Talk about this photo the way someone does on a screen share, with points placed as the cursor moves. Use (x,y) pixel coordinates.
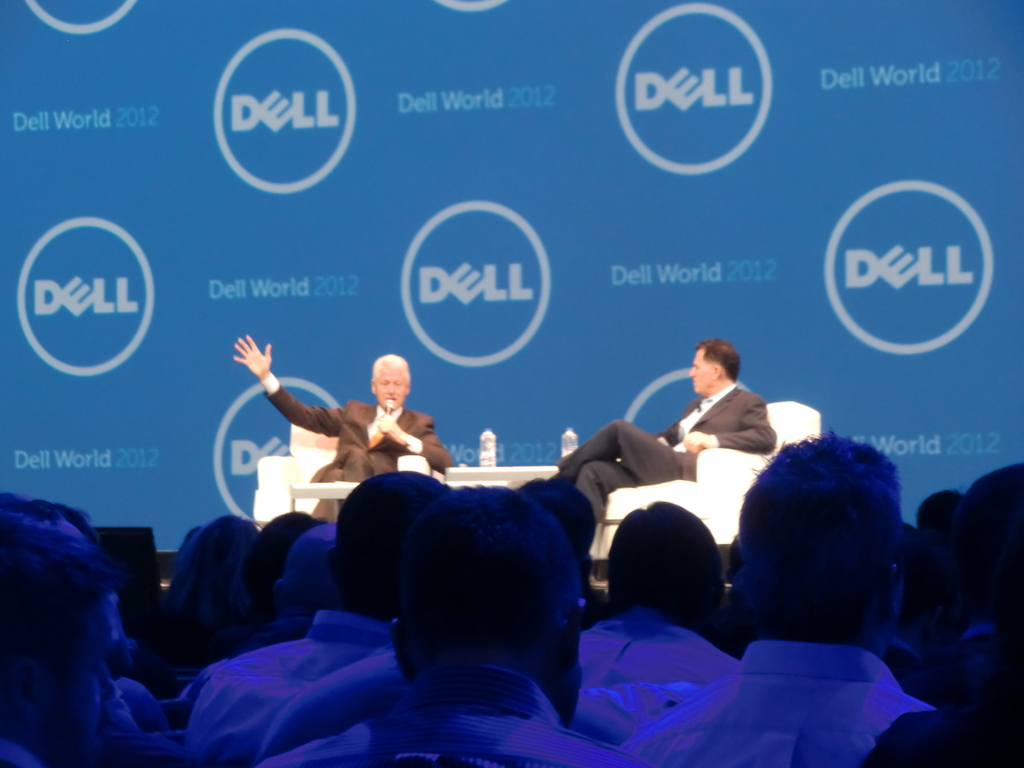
In this picture there are two persons (374,447) sitting in a sofa (729,451) which is in white color where one among them is holding a mic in his hand (390,427) and speaking in front of it and there are few audience (557,630) in front of them and there is a blue banner (460,104) which has dell written on it in the background (435,218).
